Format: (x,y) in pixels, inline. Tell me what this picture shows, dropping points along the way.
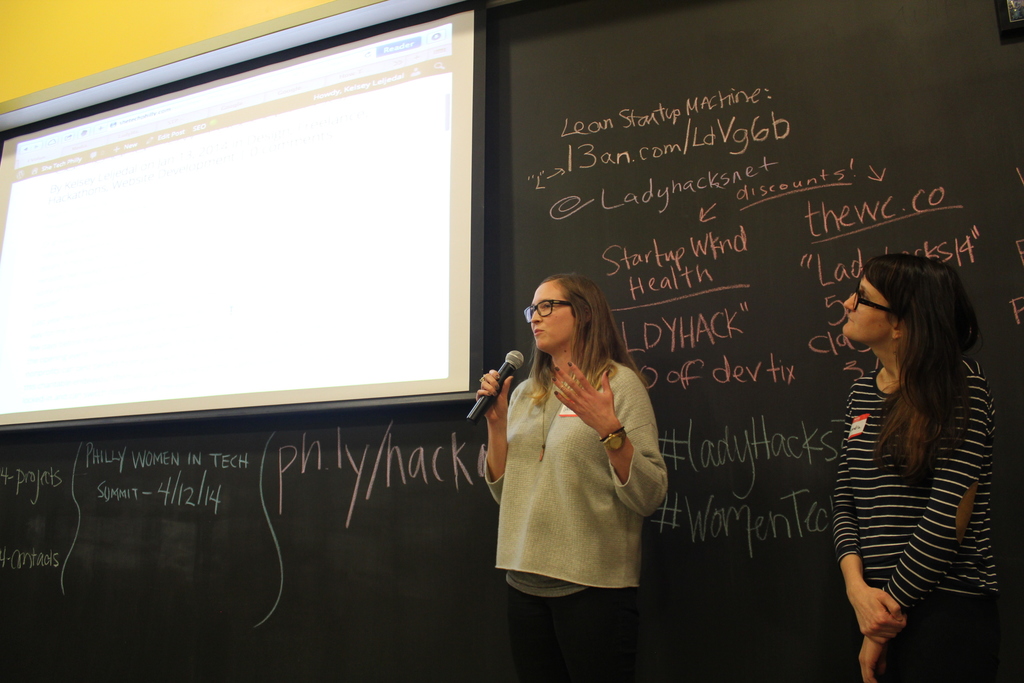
In this image there are two ladies (919,543) standing. The lady (590,587) standing in the center (514,407) is holding a mic (498,393). On the left (46,413) there is a screen (362,206) placed on the wall (432,612) and we can see text (631,271) written. In the background (166,53) there is a wall (89,48).
